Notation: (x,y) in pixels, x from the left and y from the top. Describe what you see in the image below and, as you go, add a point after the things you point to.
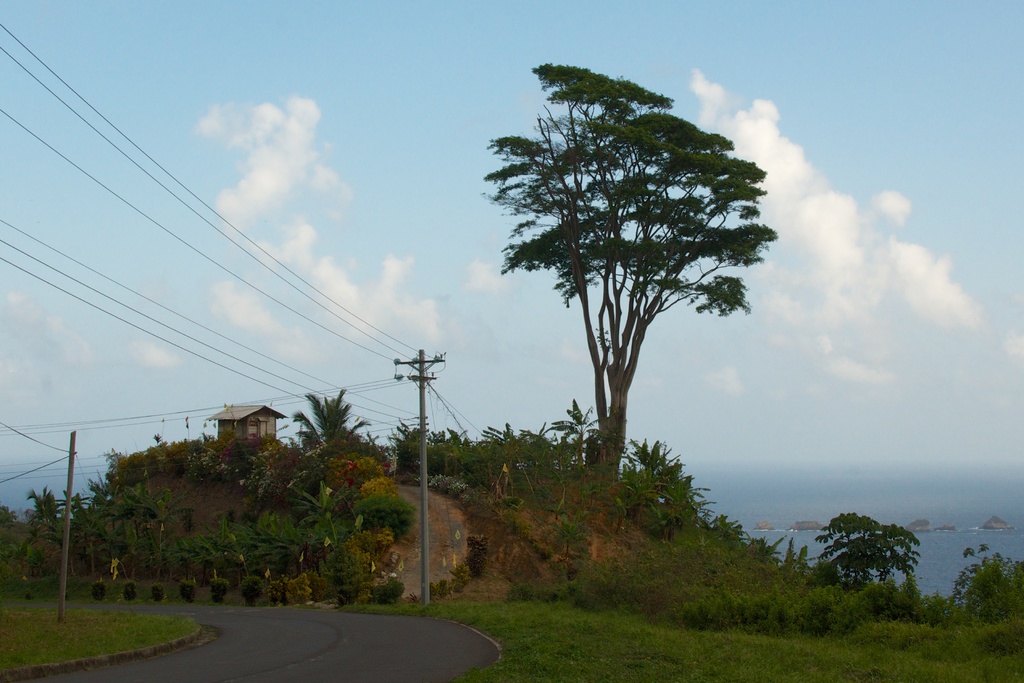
In this picture there is a way (251,646) and grassland (444,606) at the bottom side of the image (403,617) and there are poles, wires (107,191) and plants (225,468) in the image, there is a tree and a hut (260,414), there are stones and water (908,488) in the background area of the image (772,516), there is sky (435,161) in the image.
